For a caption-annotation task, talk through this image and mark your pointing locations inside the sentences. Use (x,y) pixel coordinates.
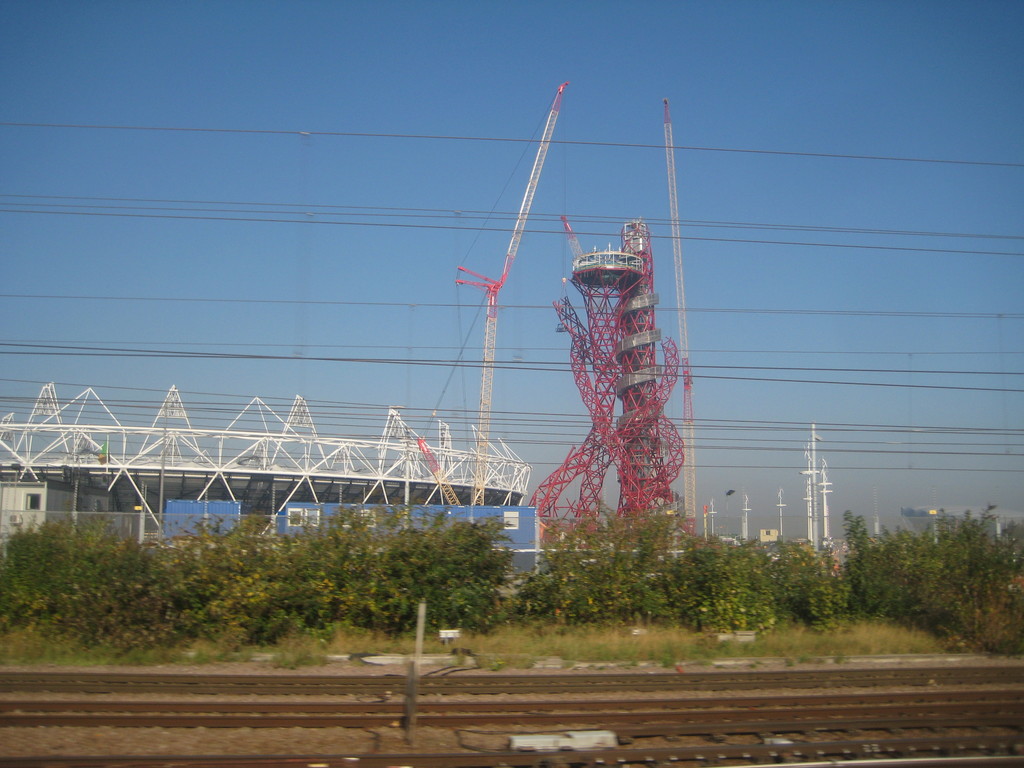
In this image there is a stadium (305,495), beside the stadium (504,465) there is a metal structure (637,453) and there are cranes (688,506), in front of them there are trees (369,546) and grass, in front of the trees (408,607) there are railway tracks (531,720). In the background (761,181) there is the sky (734,178).
